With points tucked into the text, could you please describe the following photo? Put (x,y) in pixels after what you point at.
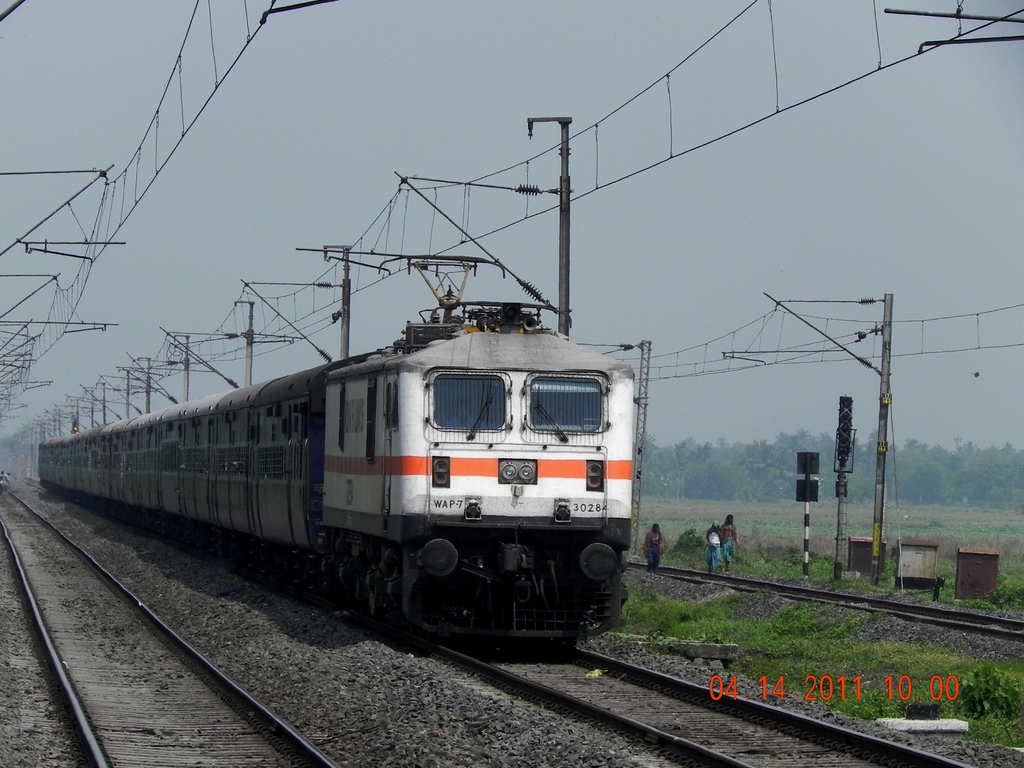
In this picture we can see a train (392,611) on a railway track (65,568), poles (805,557), grass (848,634), trees (662,492) and three persons (709,527) walking on the ground (766,651) and in the background (546,240) we can see the sky (712,324).
